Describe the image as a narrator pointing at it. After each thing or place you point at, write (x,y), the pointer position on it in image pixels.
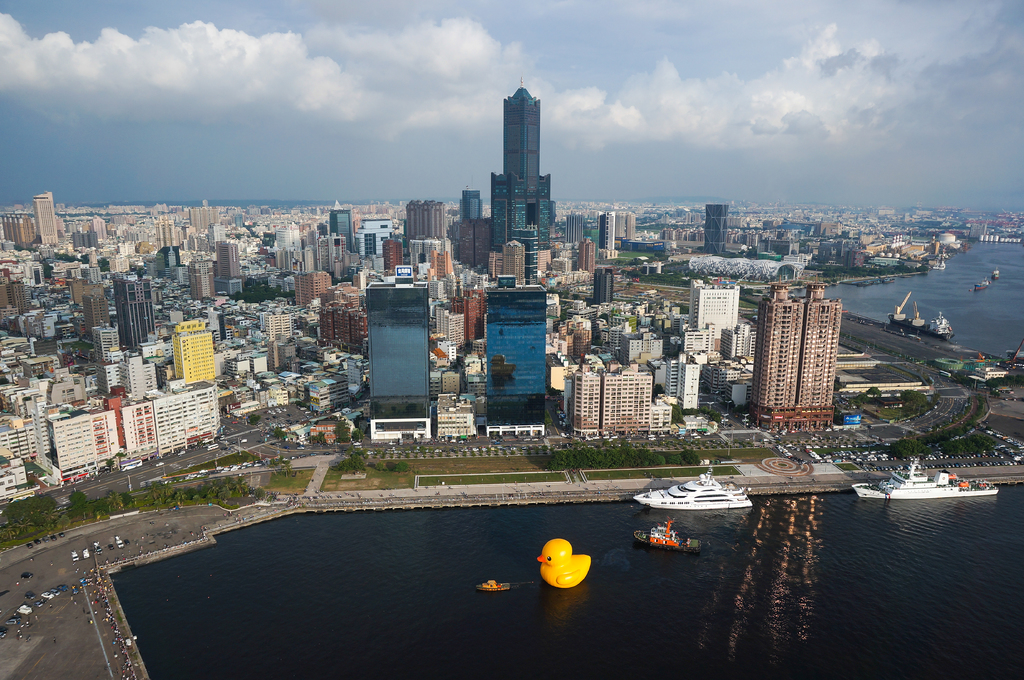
In the foreground of this picture (715,603), there is water (842,498) and few ship (940,476) and boats (733,505) are on the water (710,521). We can also see a duck air balloon (585,560) floating on the water (706,541). In the background (808,355), we can see water (967,267), buildings (736,247), sky (918,140) and the cloud (150,92).
